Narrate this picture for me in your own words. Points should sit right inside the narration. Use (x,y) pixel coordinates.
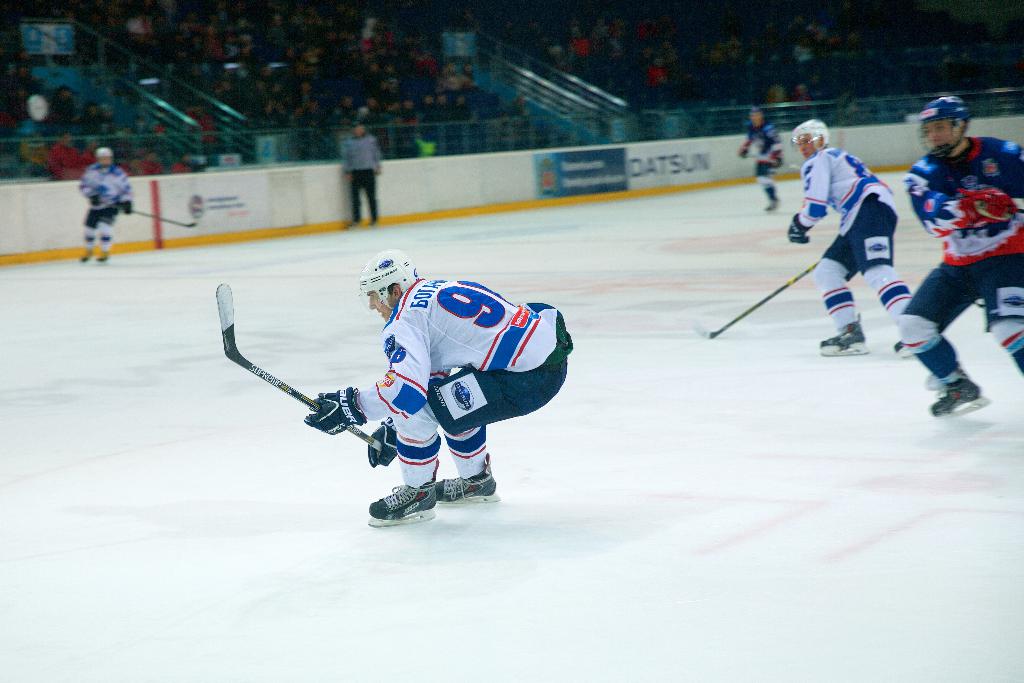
This picture might be taken in a stadium (641,271), in this picture in the center (389,358) there are some people (455,335) who are playing something and they are holding sticks (807,267). And in the background (655,48) there are some people (247,75) who are sitting and watching the game, and there is a board (453,172) and fence (461,143) and some stairs (559,86).
